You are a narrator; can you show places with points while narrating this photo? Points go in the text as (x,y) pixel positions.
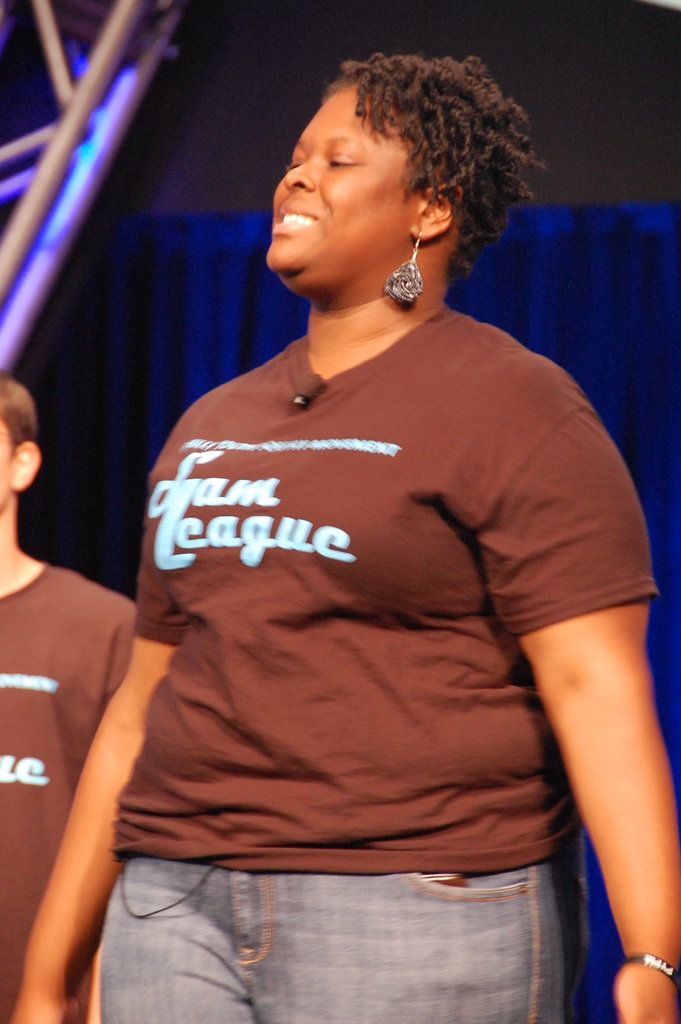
In the picture I can see two persons (188,639) are standing. These people (178,669) are wearing t-shirts (198,638). On these t-shirts (195,758) I can see something written on them. In the background (69,493) I can see some other objects (161,339).
